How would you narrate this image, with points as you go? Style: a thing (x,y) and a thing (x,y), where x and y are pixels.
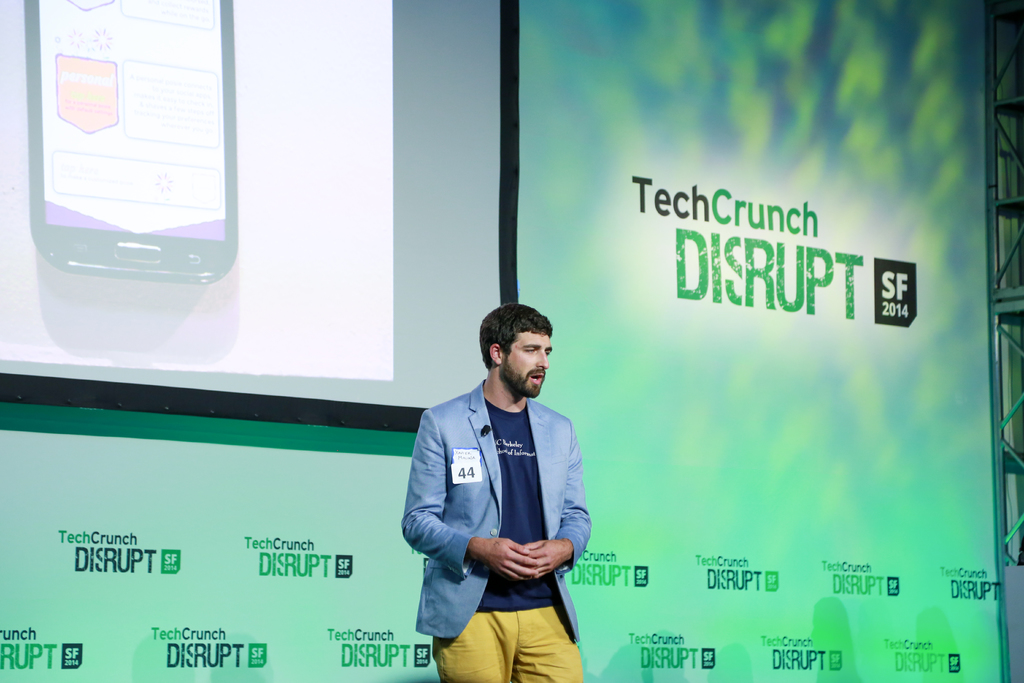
In the center of the image (521,420) there is a person (481,414) standing on the dais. In the background (141,303) there is a screen (203,195) and poster (755,317).
